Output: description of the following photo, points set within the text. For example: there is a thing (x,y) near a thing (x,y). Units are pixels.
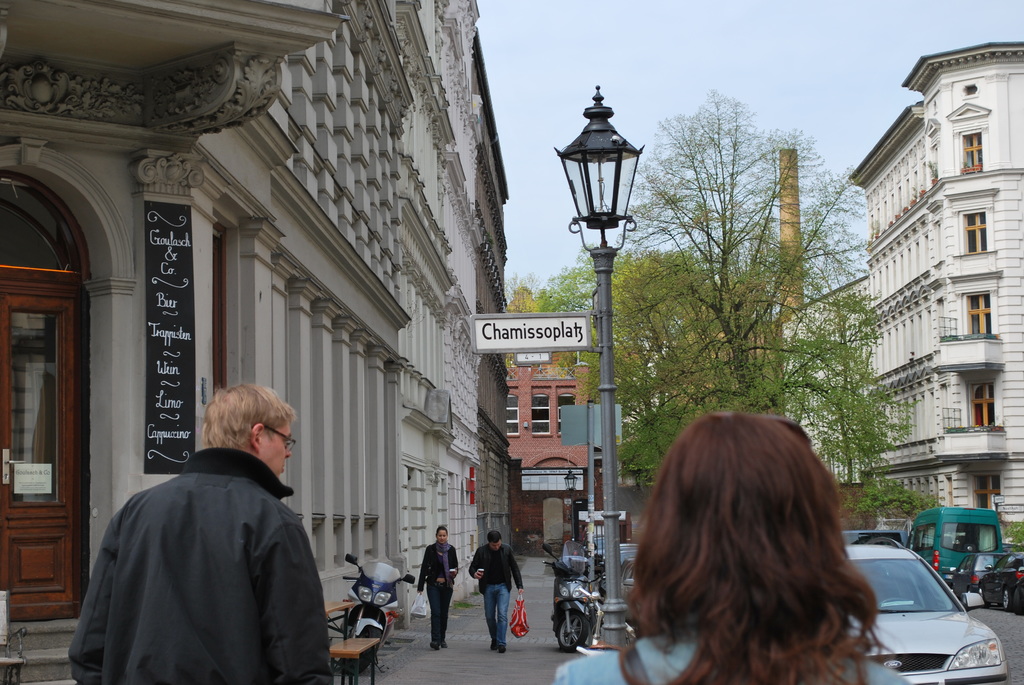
Vehicles (871,586) are on the road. Here we can see people (714,625) and bikes (583,592). Buildings (1003,324) with windows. A board (553,322) is on lamp pole (608,300). These are trees (664,321).
